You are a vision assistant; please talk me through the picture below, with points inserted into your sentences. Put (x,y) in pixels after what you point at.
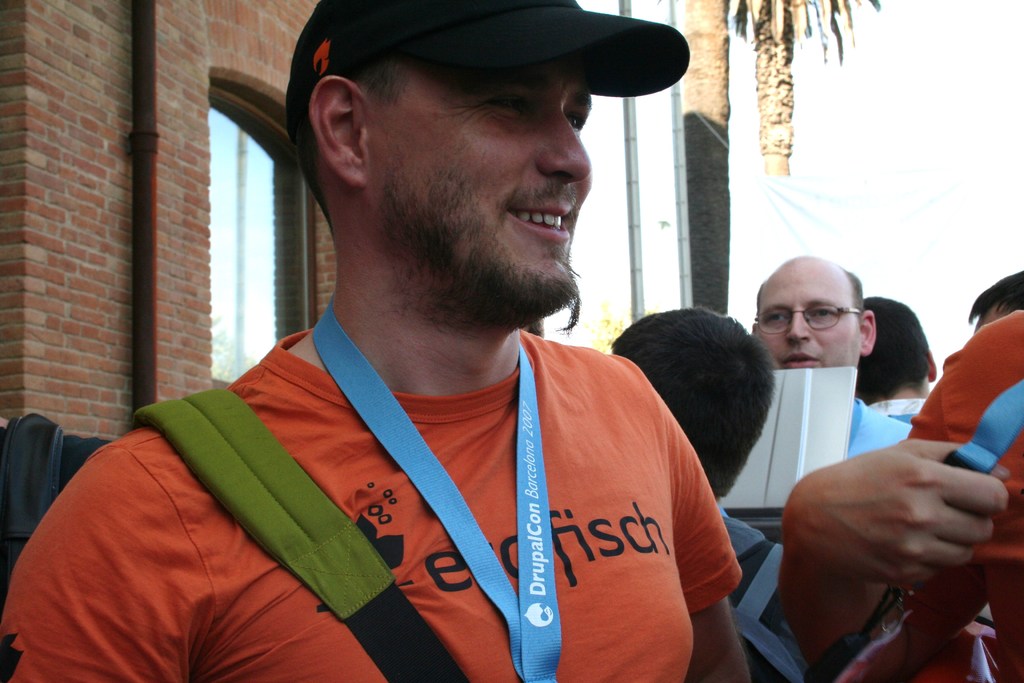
Here we can see people (546,482). This man (528,489) wore tag (483,540), cap (635,92) and smiling. Background (258,240) there is a windows (250,194), brick wall (53,204) and trees (767,74).
